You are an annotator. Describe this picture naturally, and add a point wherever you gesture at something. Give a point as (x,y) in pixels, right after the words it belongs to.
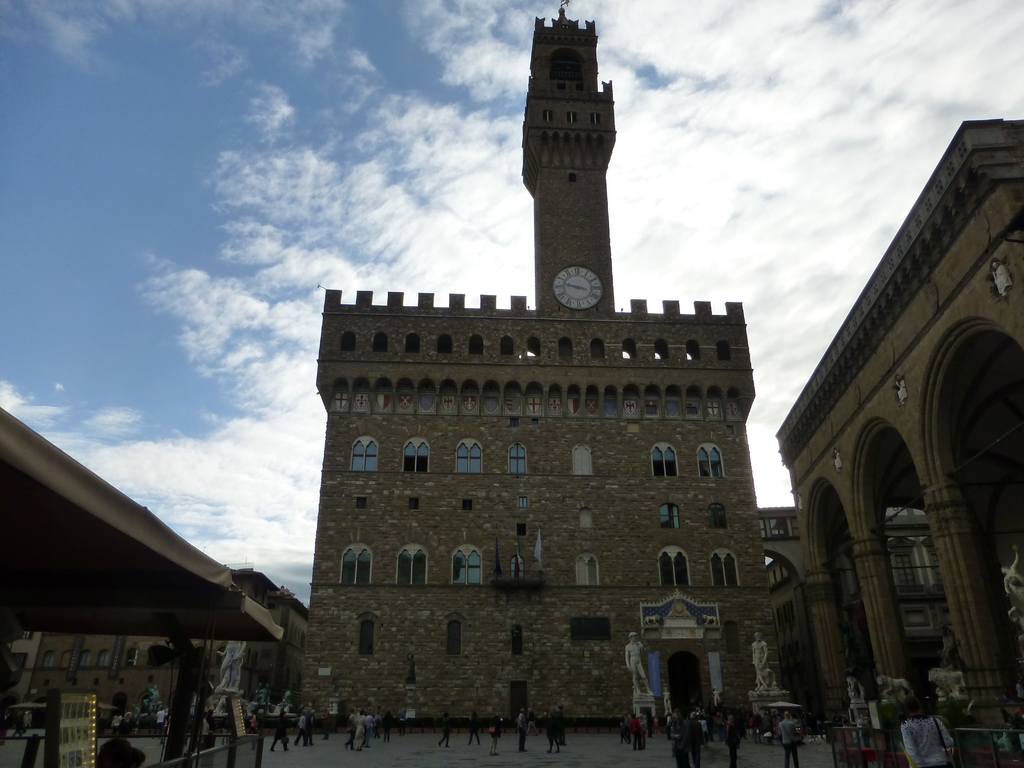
In the center of the image (655,470) there are buildings (647,552). At the bottom (945,683) we can see statues (930,680) and there are many people (448,736) walking. At the top (257,215) there is sky (479,112). On the left (39,464) there is a tent (131,537).
